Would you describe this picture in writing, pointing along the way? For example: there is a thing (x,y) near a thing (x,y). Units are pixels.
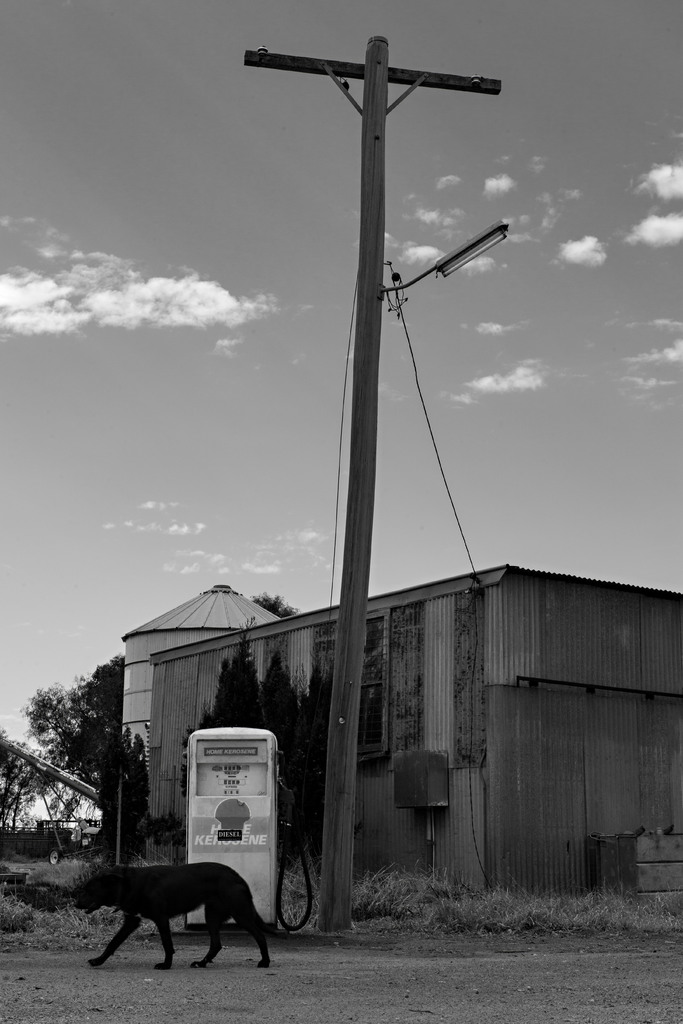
In this black and white image, we can see a shed (505,658) and fuel machine (225,796). There is an animal (177,871) in the bottom left of the image (131,895). There is a street pole (361,573) in the middle of the image (362,561). In the background of the image (146,464), there is a sky (289,276).
